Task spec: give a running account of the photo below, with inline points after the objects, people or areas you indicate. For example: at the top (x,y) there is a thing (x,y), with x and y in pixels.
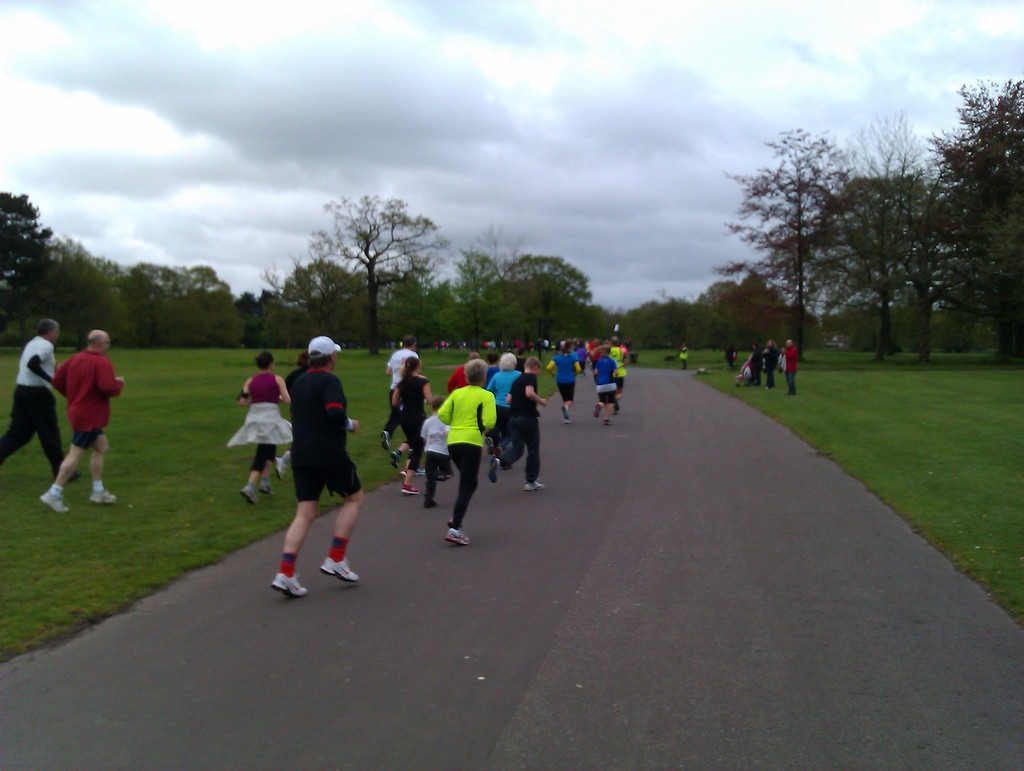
In this picture we can see so many people (107,373) are running on the road (379,604) and beside the road (436,529), beside the road (1023,766) we can see full of grass (358,386) and trees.
